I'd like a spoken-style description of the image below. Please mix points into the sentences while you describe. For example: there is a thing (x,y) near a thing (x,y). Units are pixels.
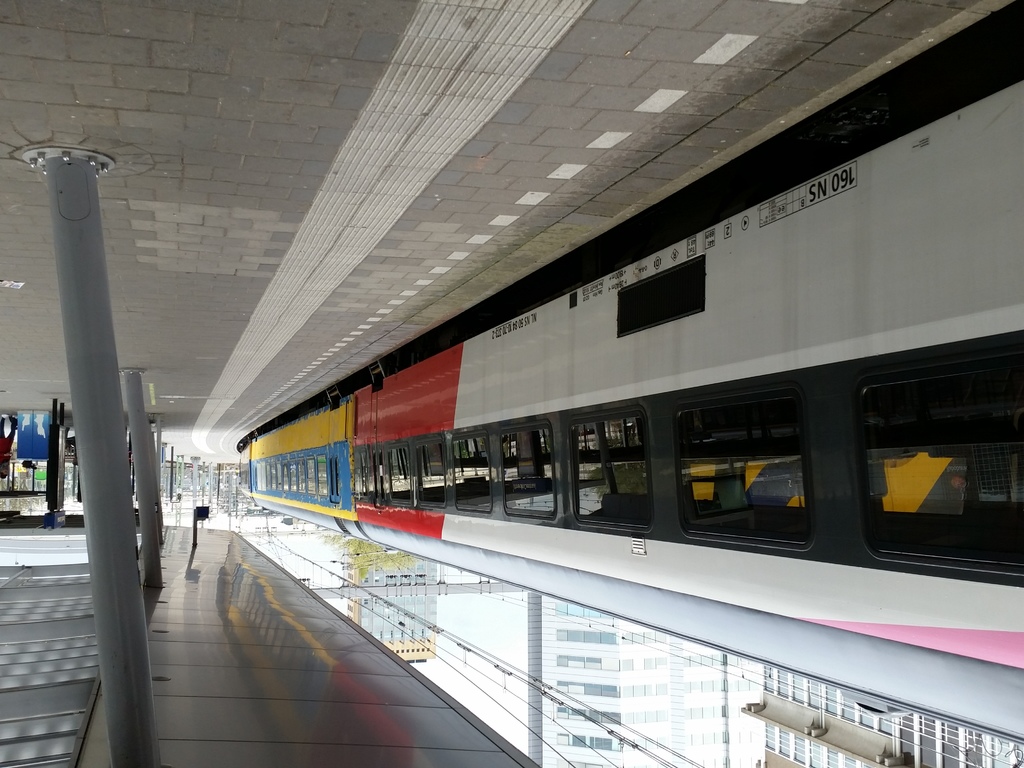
In this image there is a view of a railway station (237,251), there is a ground (286,115) towards the top of the image (308,85), there is a train (501,376) towards the right of the image (831,389), there is text (819,185) on the train (739,255), there are numbers (836,192) on the train (677,584), there are buildings (746,721) towards the bottom of the image (595,707), there are wires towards the bottom of the image (545,699), there are poles (95,509) towards the bottom of the image (126,606), there are objects (52,464) towards the left of the image (58,465), there is a person (0,449) towards the left of the image (13,446), there is a roof (162,702) towards the bottom of the image (366,736).
